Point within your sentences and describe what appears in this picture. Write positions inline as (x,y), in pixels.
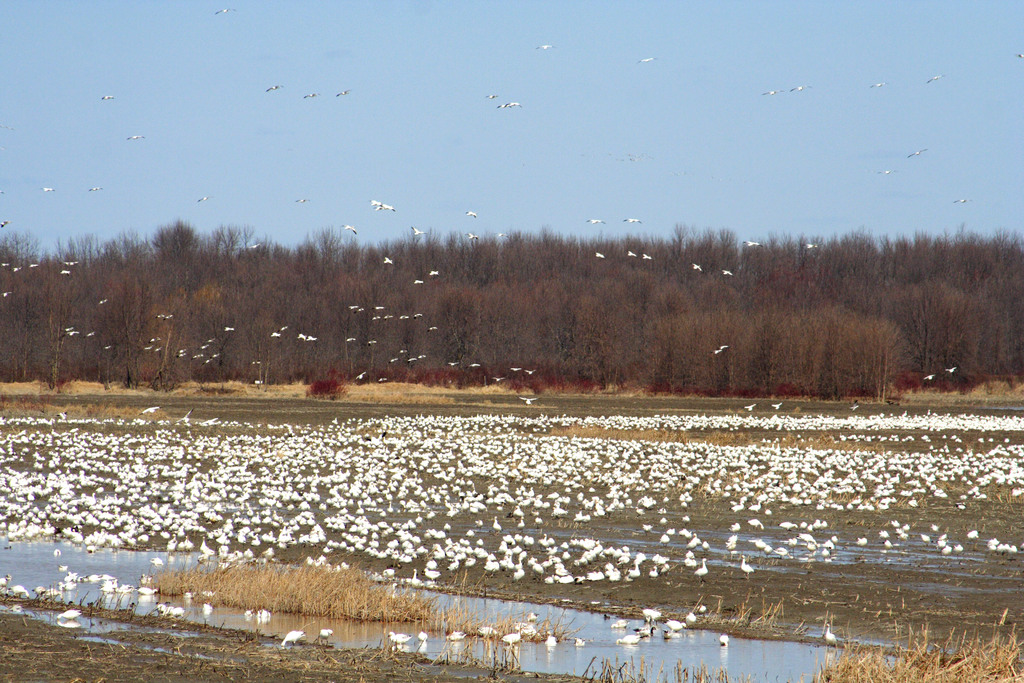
In this image we can see a group of snow geese (493,471). Here we can see a few snow geese (668,625) drinking water (691,657) and a few of snow geese (452,362) are flying in the sky (609,124). In the background (497,285), we can see the trees (666,317). This is a sky (706,167).
